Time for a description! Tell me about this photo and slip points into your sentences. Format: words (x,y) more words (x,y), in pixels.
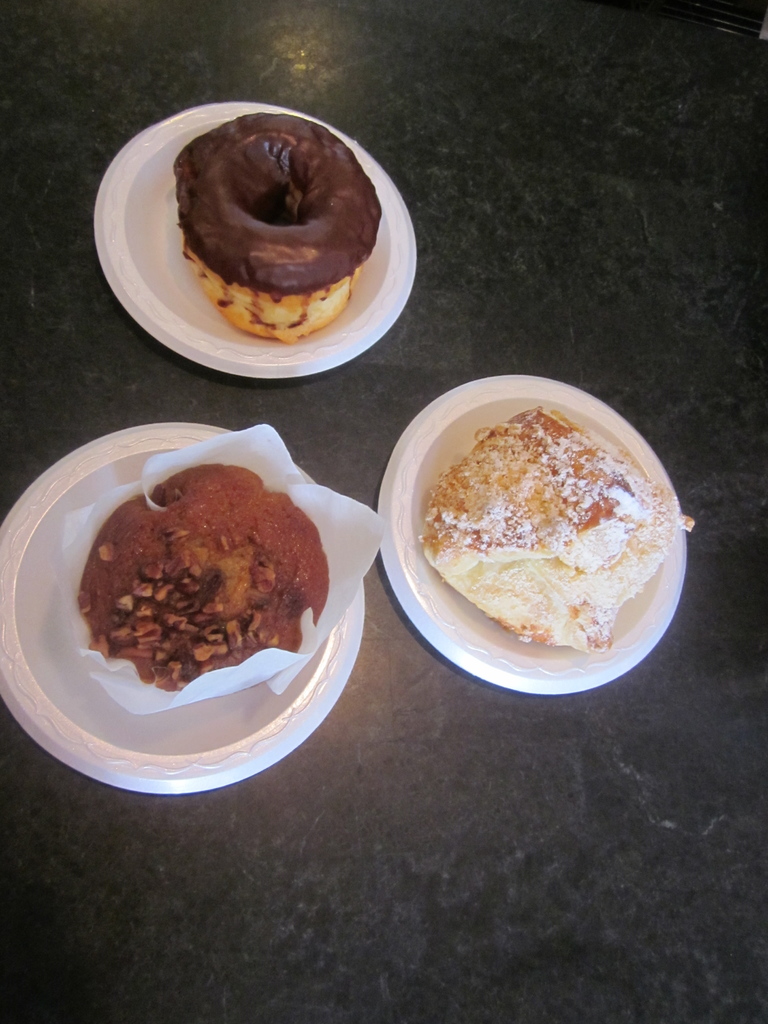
Here I can see three plates (427,448) which consists of different food items (262,235). These plates (437,641) are placed on a surface (546,837).
